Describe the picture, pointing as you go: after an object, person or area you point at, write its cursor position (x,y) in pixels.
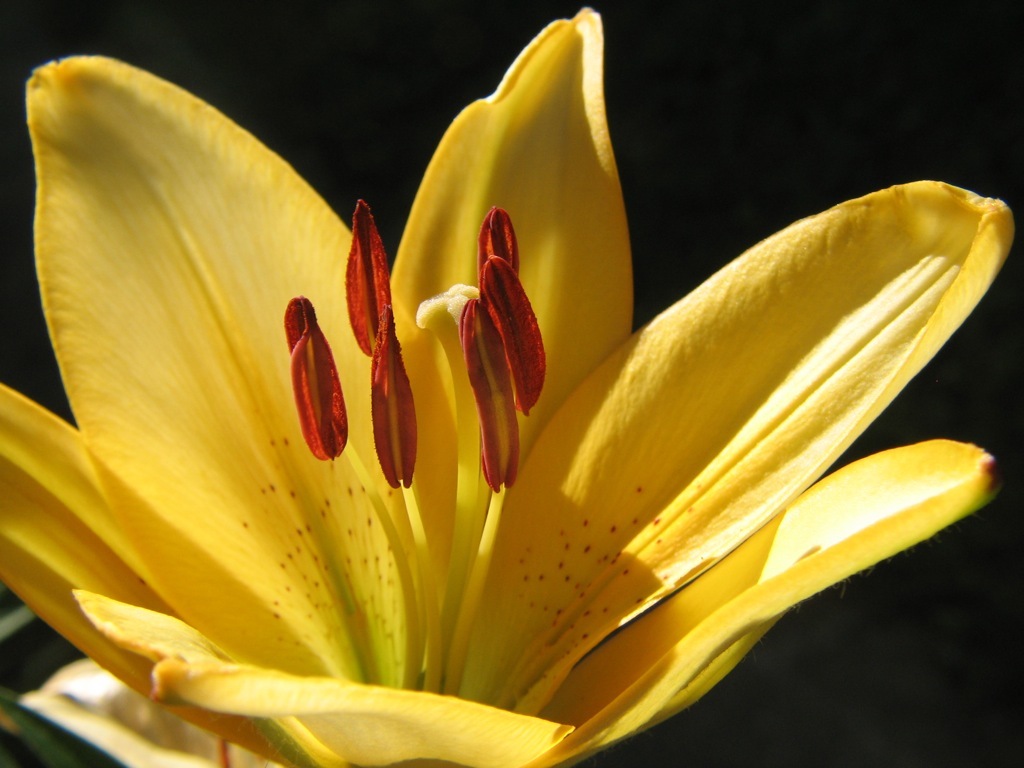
This is a macro photography of a yellow color flower (232,464) with a dark background (346,110).
